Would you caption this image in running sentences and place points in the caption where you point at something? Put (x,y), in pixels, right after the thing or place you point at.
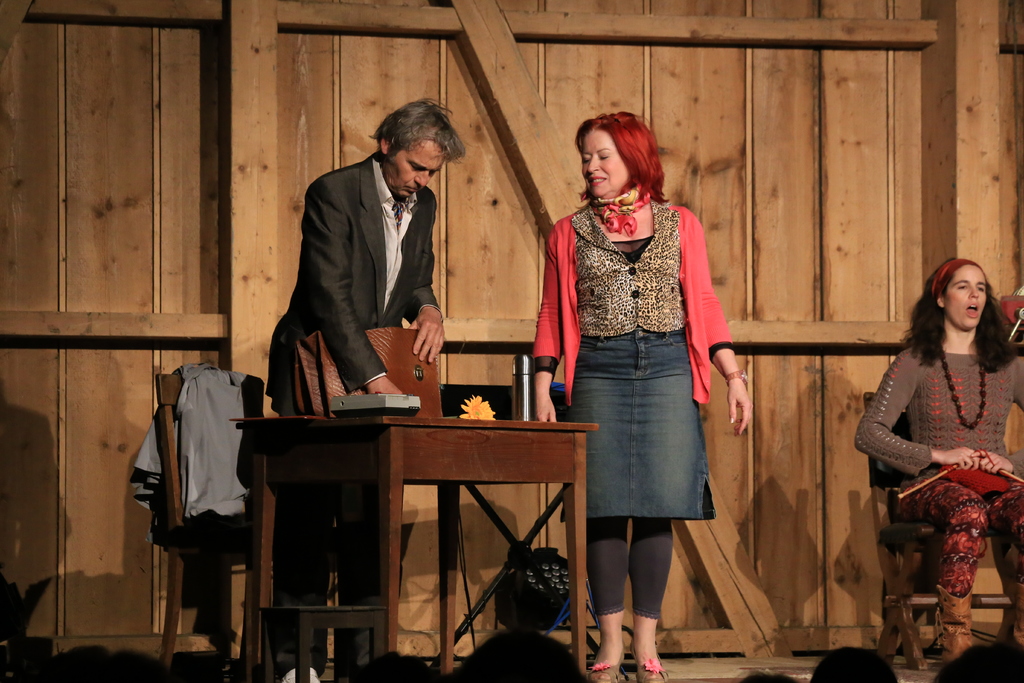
There is a woman (981,314) sitting on a chair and she is on the right side (867,414) and she is speaking and holding knitting needles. Here we can see a two people (617,122) who are standing in the center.
